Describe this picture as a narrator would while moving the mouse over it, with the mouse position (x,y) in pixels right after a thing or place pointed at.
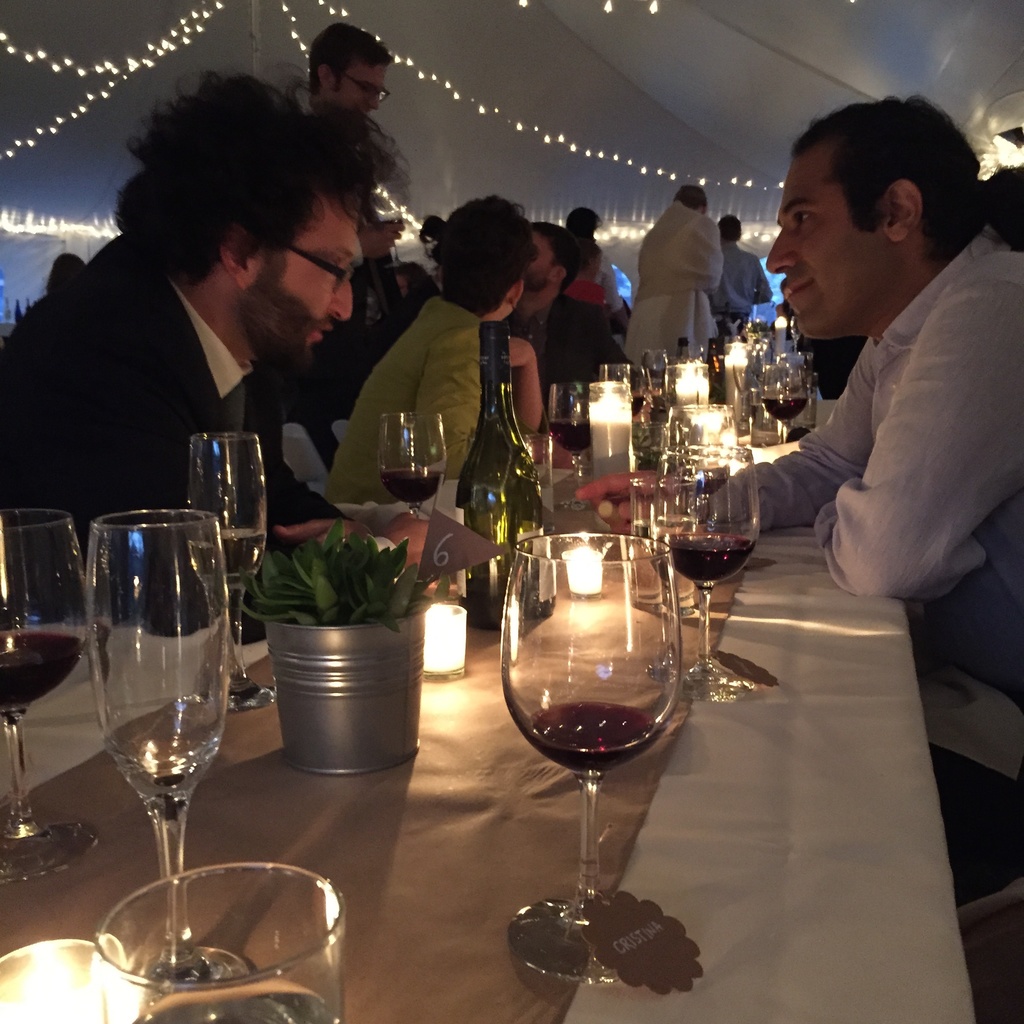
In the center of the image (479,668) we can see the table (760,757). On the table (753,806) we can see the glasses (531,609), pot (309,642), plant (304,597), candle lights (453,629), a bottle (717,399) and some other objects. Beside the table (402,915), we can see some people (445,362) are sitting on the chairs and some of them are standing. At the top of the image (676,33) we can see the ceiling (553,110) and lights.
